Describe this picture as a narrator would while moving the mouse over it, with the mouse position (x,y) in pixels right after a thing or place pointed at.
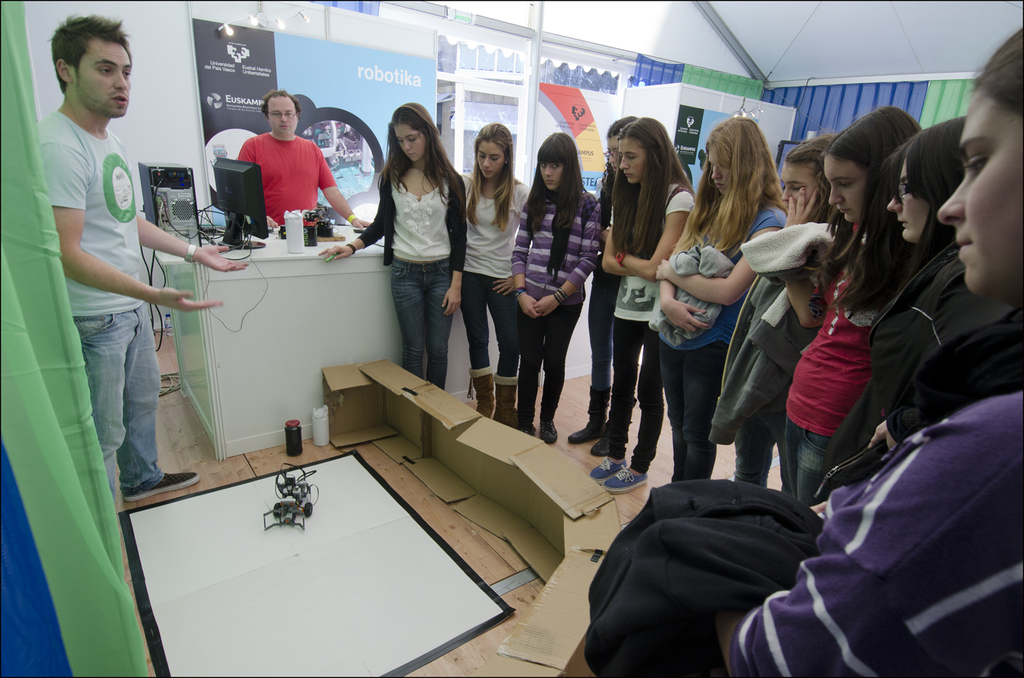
In the picture I can see group of people (626,273) are standing on the floor (496,574). I can also see a white color table (324,266) which has CPU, monitor (243,216) and some other objects (296,238) on it. Here I can see a white color chart paper (385,582) which has some object (279,527) on it and some other objects (537,557) on the floor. In the background (318,50) I can see banners (366,56) and a wall (162,131).
